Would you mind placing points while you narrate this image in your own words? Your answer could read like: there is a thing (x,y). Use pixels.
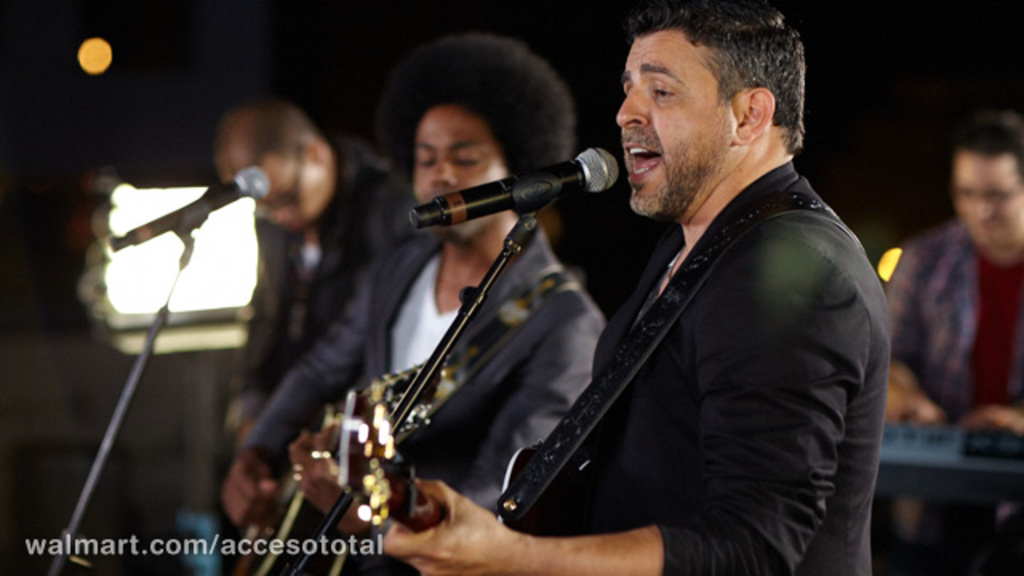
In this image in the foreground (704,306) there are three people (440,194) holding musical instruments (252,573), in front of them there are two mikes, on the right side (979,172) a person (931,332) holding an object (956,429), background (151,118) is dark, there are some light foci (166,337) in the middle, in the bottom left (186,542) there is a text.
